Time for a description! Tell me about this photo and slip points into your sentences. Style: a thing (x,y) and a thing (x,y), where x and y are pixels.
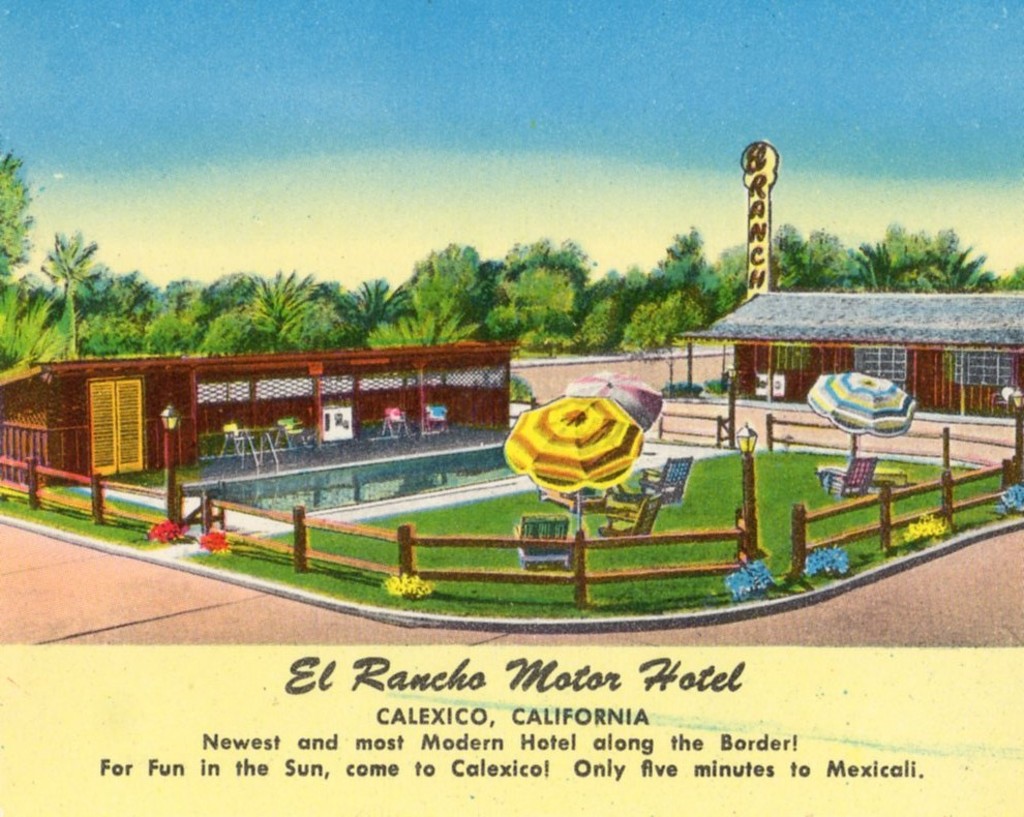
This image contains a painting (670,405). In it there are two houses (130,450). There are few chairs (286,429) under the roof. Few chairs (835,478) and umbrellas (558,478) are on the grassland (657,528) which is surrounded by fence (807,553) having a lamp (743,453) on it. Middle of image (635,320) there are few trees (641,317). Top of image (157,246) there is sky (546,171). Bottom of image (496,770) there is some text (607,768).
